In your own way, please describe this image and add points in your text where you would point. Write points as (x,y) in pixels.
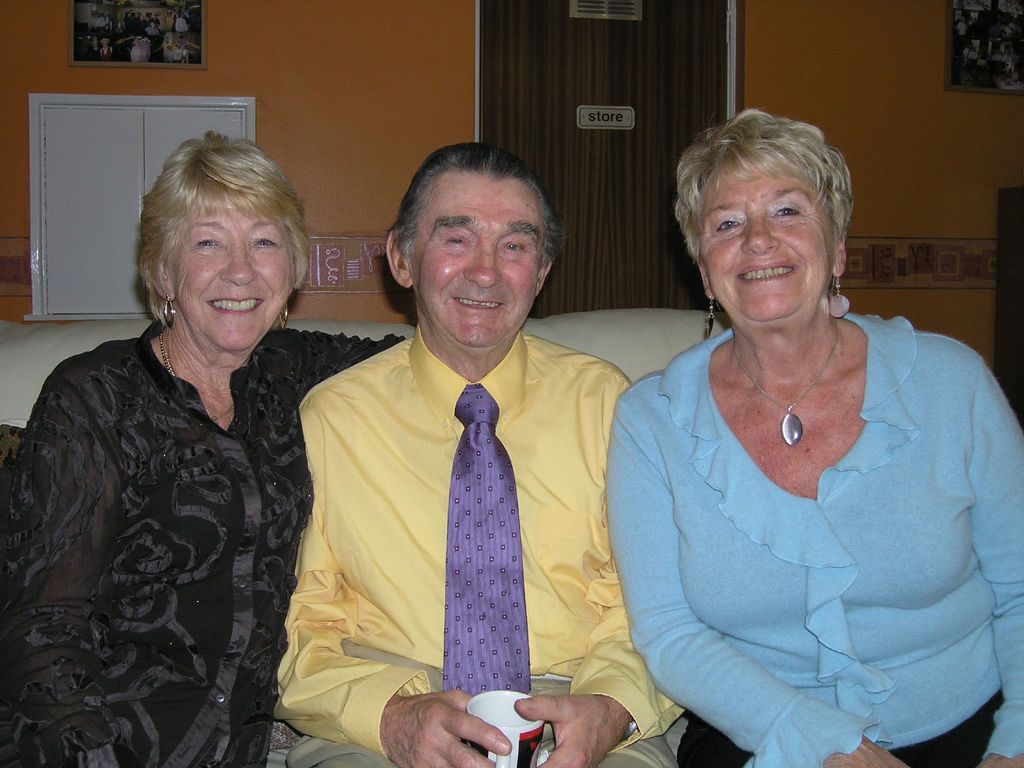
In this image, we can see three persons (426,532) are sitting on the couch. They are watching and smiling. Here a man (508,632) is holding a cup (528,749). Background (600,193) we can see wall (414,138), door (617,193), cupboard (63,219) and photo frames (1017,83).
